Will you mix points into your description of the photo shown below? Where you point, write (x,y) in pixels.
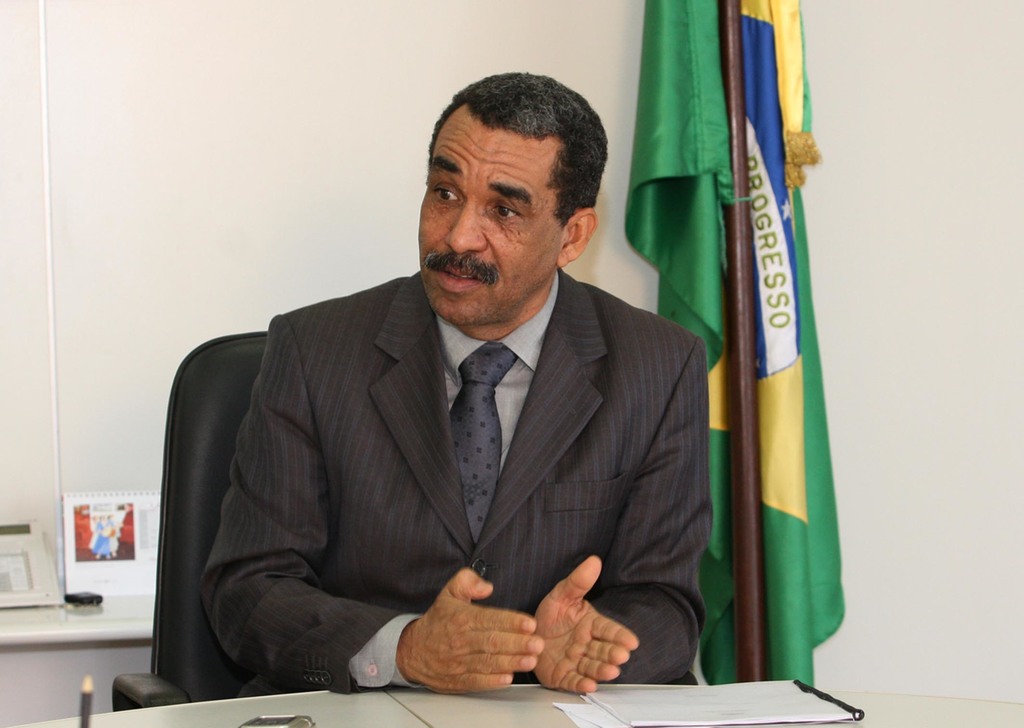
There is one man (357,510) sitting on the chair (208,463) and wearing a blazer (357,475) in the middle of this image (424,475). There is a flag (792,343) on the right side of this image (816,485) and there is a wall (56,199) in the background (274,208). We can see papers (626,718) kept on the surface (394,712) is at the bottom of this image (382,718).
